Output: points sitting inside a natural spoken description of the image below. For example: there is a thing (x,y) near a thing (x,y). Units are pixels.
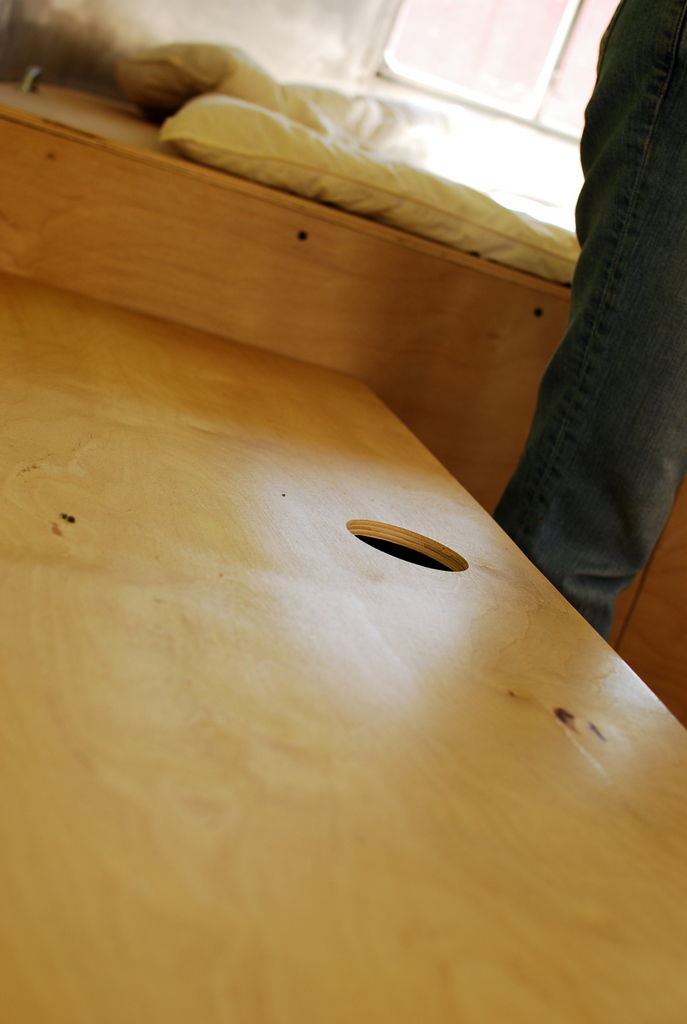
In this image I can see a wooden object (427,732). And here I can see a kind of blanket (466,205) or a pillow (500,200). At the right corner of the image (608,200) I can see a person (640,423) standing, he wore a trouser (665,220). At background (484,39) I think it is a window (536,60).
